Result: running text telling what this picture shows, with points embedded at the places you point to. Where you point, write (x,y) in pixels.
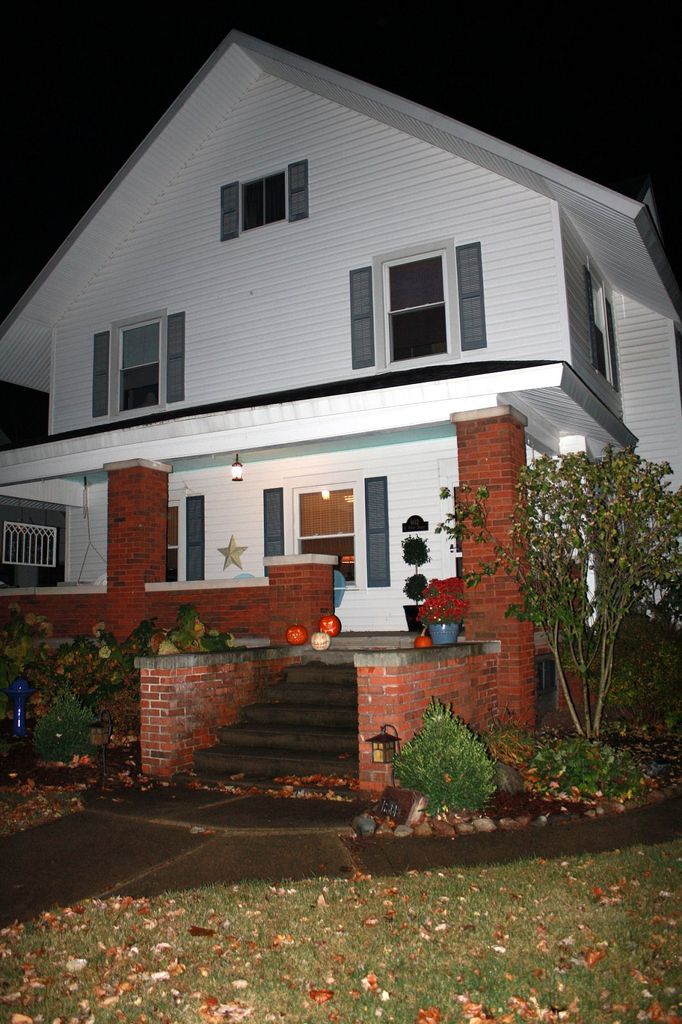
I can see a white color of house (233,396) and a star (237,546) on the wall (218,563) as part of decoration (224,553). I can see few more decorations (320,631) near the entrance (365,634) of the house (403,638). I can also see few plants (471,801) and grass (385,922) in front of the house (222,534).
